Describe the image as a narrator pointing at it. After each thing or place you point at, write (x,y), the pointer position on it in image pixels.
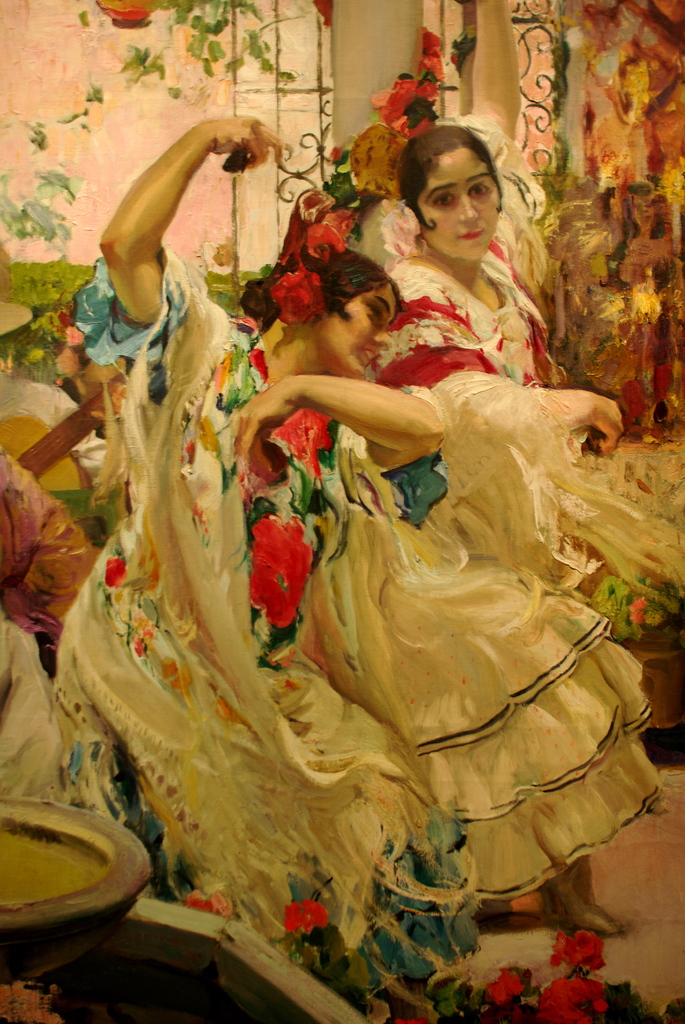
In this picture we can see a painting (435,447), in the painting (410,312) we can find two women (431,379).
